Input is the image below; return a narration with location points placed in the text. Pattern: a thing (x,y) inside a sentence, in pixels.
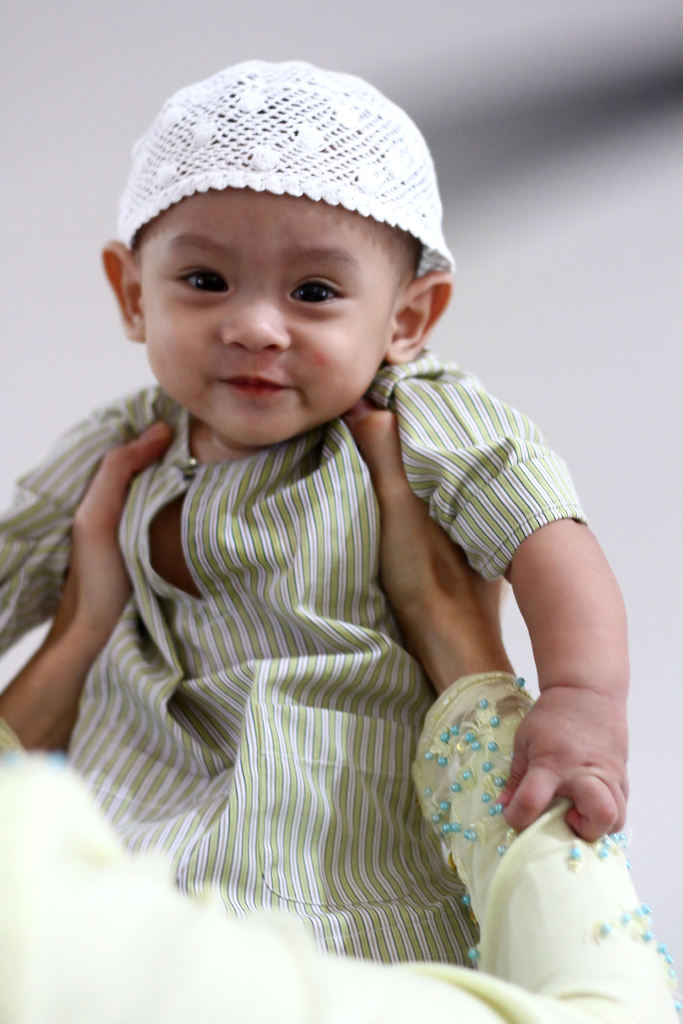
In this image I can see a child (242,555) wearing green and white colored dress (298,572) and white colored hat (295,156). I can see a person (156,926) is holding the child (334,688) and I can see the blurry background (13,339).
